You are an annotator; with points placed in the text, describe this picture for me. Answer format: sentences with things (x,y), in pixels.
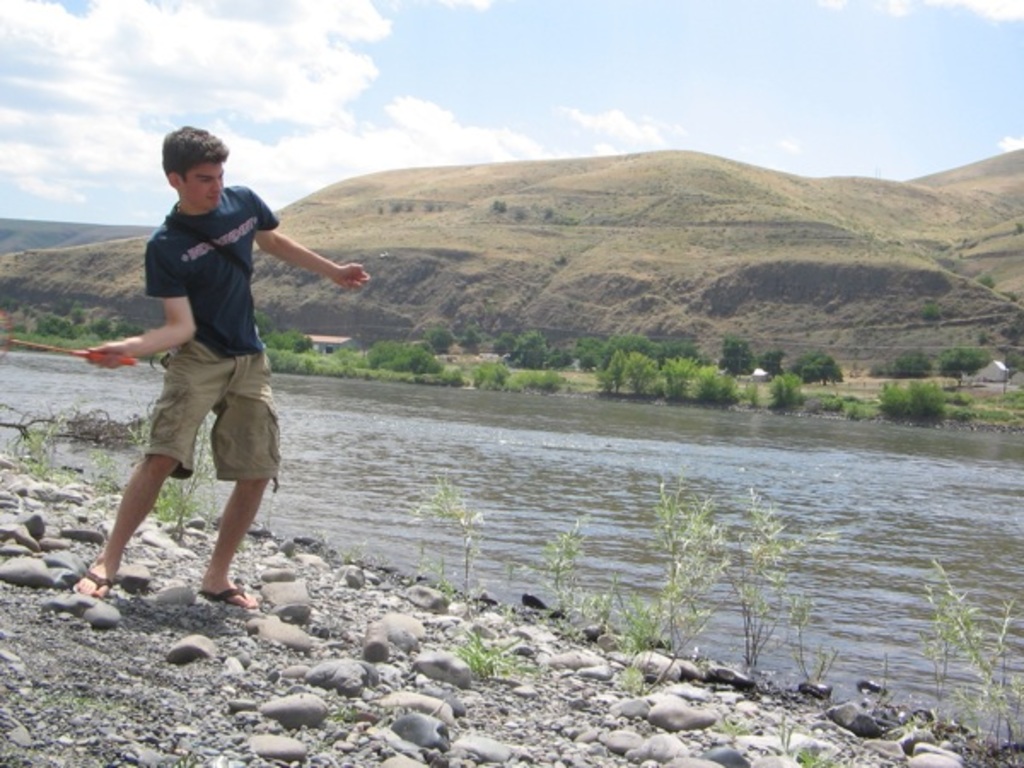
In this image I can see the person (180,213) standing and holding some object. The person (170,386) is wearing blue and cream color dress (243,362). In the background (546,438) I can see the water (680,451), few plants (731,381) in green color, mountains (599,181) and the sky (340,110) is in white color.
